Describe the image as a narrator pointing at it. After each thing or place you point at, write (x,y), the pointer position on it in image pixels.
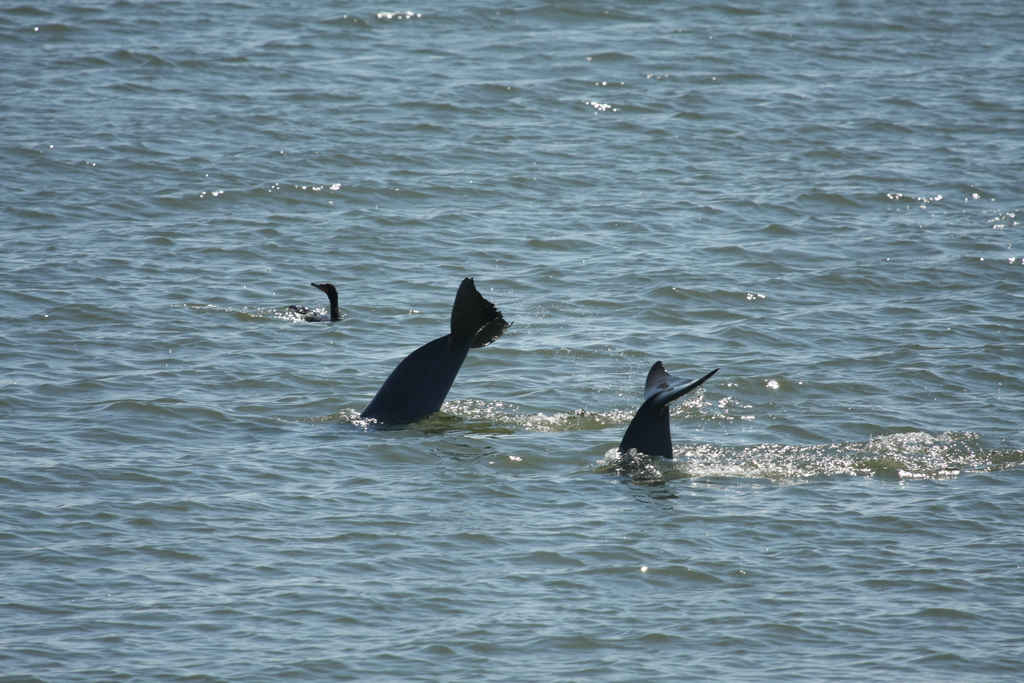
In the center of the image (431,365), we can see whales (401,396) in the water (373,430).
